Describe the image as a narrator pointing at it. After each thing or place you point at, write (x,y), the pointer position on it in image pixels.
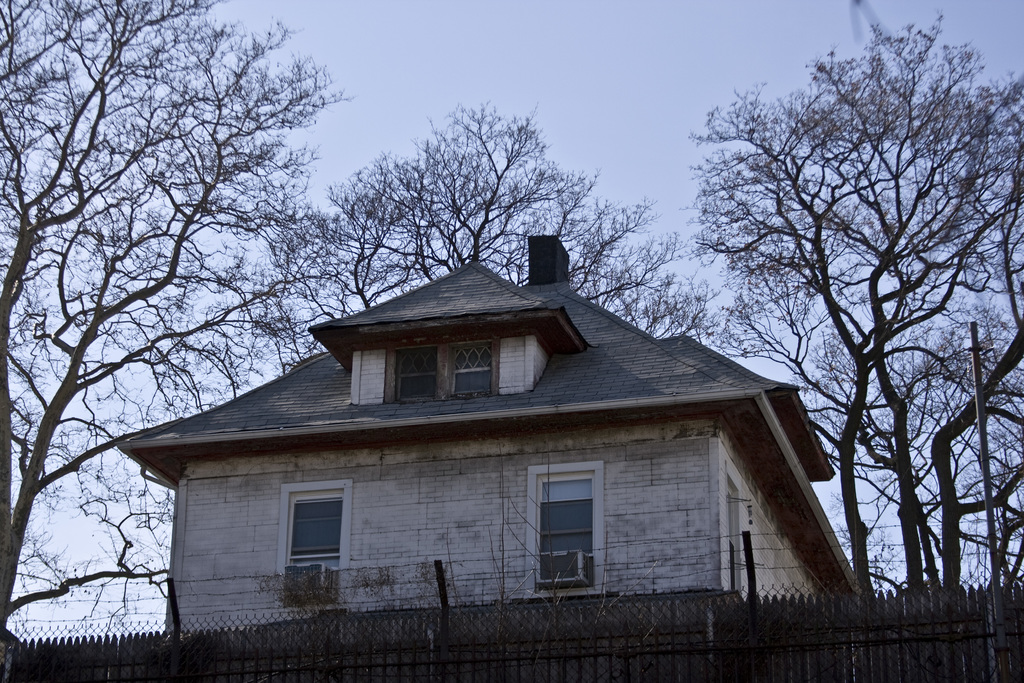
In this image, we can see a house (532,496), walls (699,513), glass windows (545,511) and trees (695,311). At the bottom (191,671), we can see mesh (294,620) and fence (918,639). In the background (304,309), there is the sky (1000,336).
